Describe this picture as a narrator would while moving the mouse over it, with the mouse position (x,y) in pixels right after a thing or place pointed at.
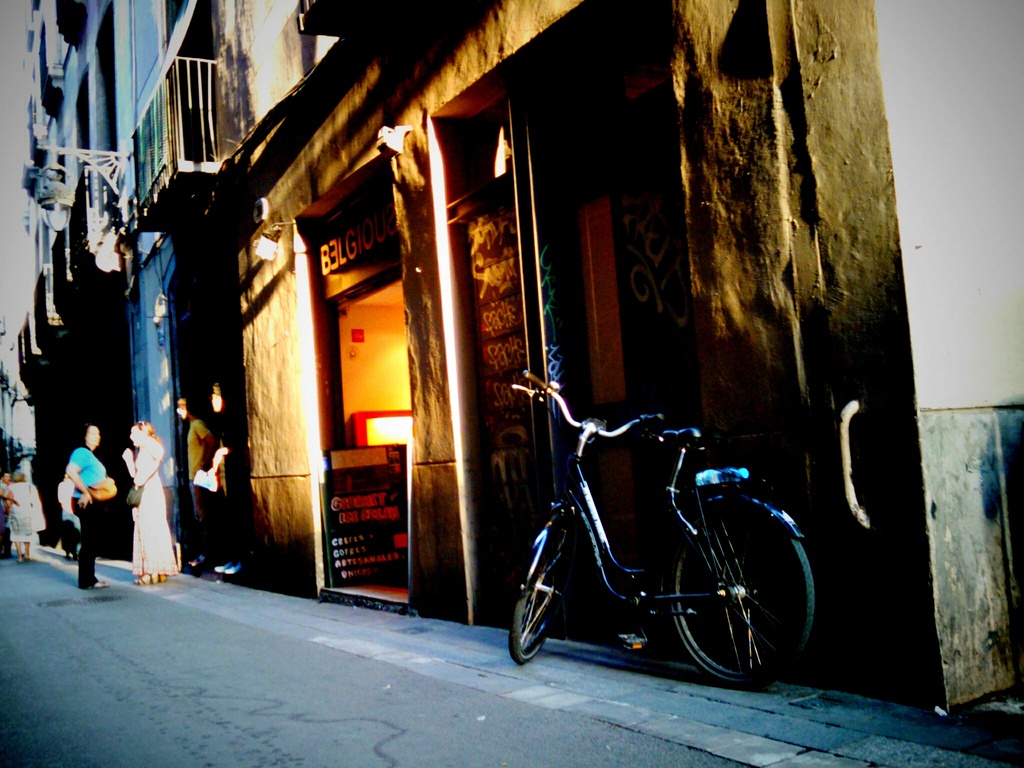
This is an outside view. At the bottom of this image (201,712) I can see the road (295,708). On the left side (100,509), I can see few people (78,515) are standing in front of the building (267,80). On the right side (783,537), I can see a bicycle (555,567) on the road (814,714).
